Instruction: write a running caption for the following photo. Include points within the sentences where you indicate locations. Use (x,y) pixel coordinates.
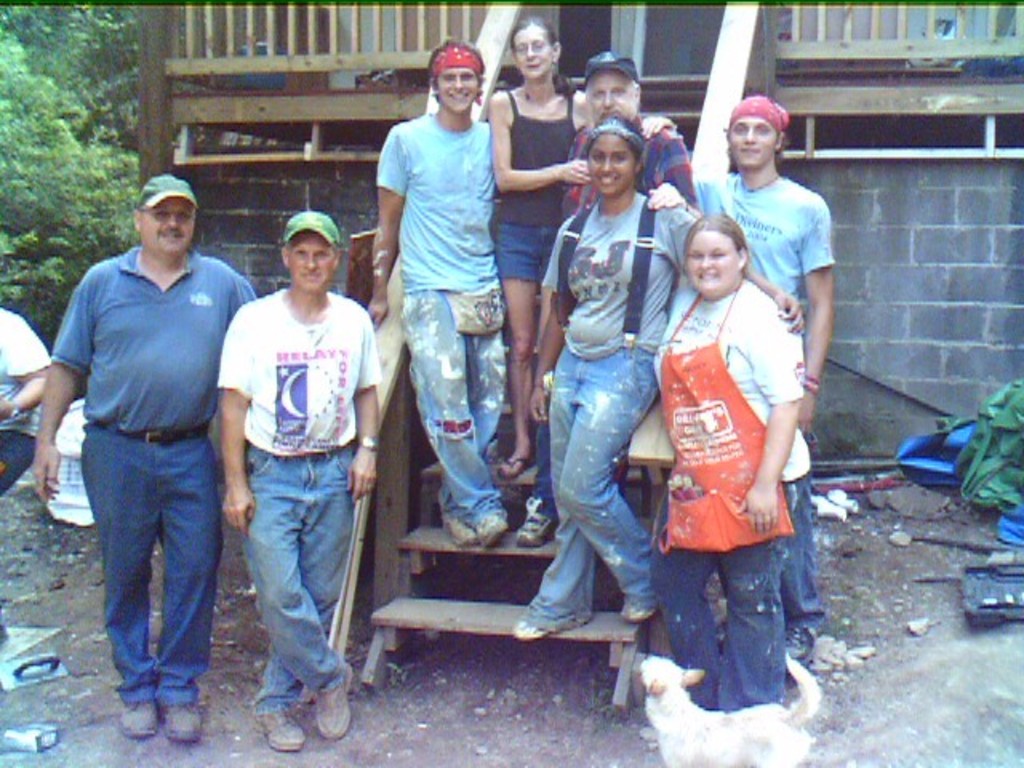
In this image there are group of persons (308,274) standing and smiling. In the background (392,106) there is a house (342,86). On the left side (97,103) there are trees (123,91). On the right side (989,479) there are objects (980,469) which are green and blue in colour.
